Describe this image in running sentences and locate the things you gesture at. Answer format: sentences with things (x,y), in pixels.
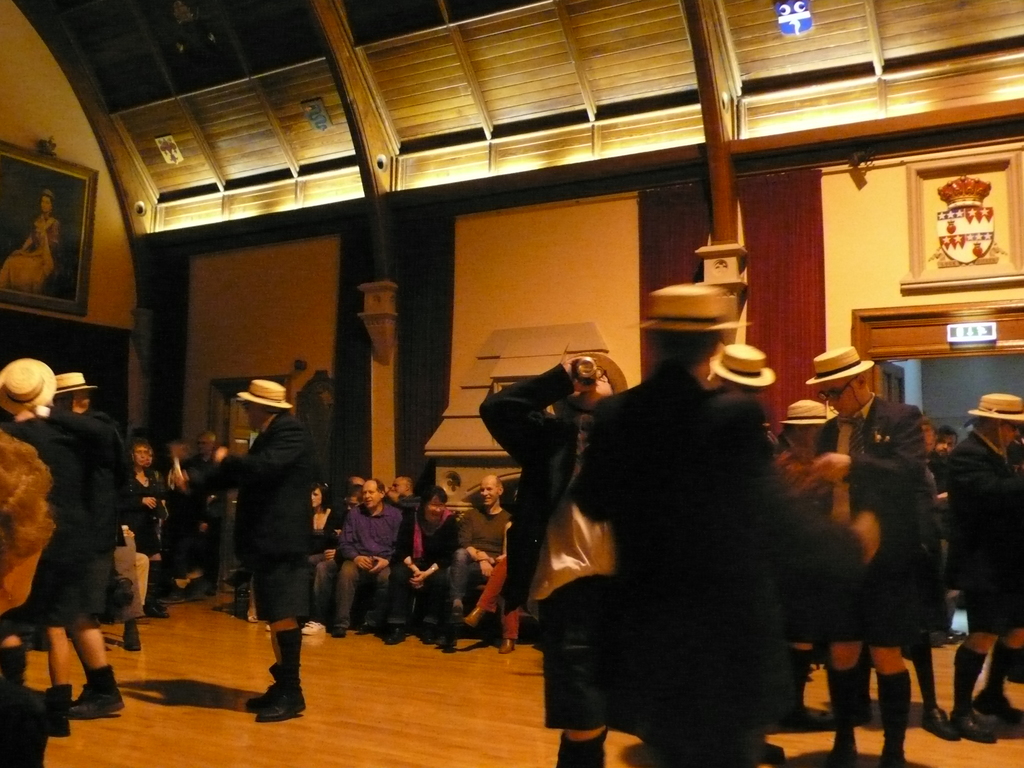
In this image there are a few people (609,453) standing, one of the person (560,424) is drinking, behind them there are a few people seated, behind them there are pillars (146,279), photo frames (945,276) and there is an exit sign (990,324) on the top of the entrance (939,328) and there is a photo frame (52,240), at the top of the image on the rooftop (209,106) there are some symbols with lamps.
